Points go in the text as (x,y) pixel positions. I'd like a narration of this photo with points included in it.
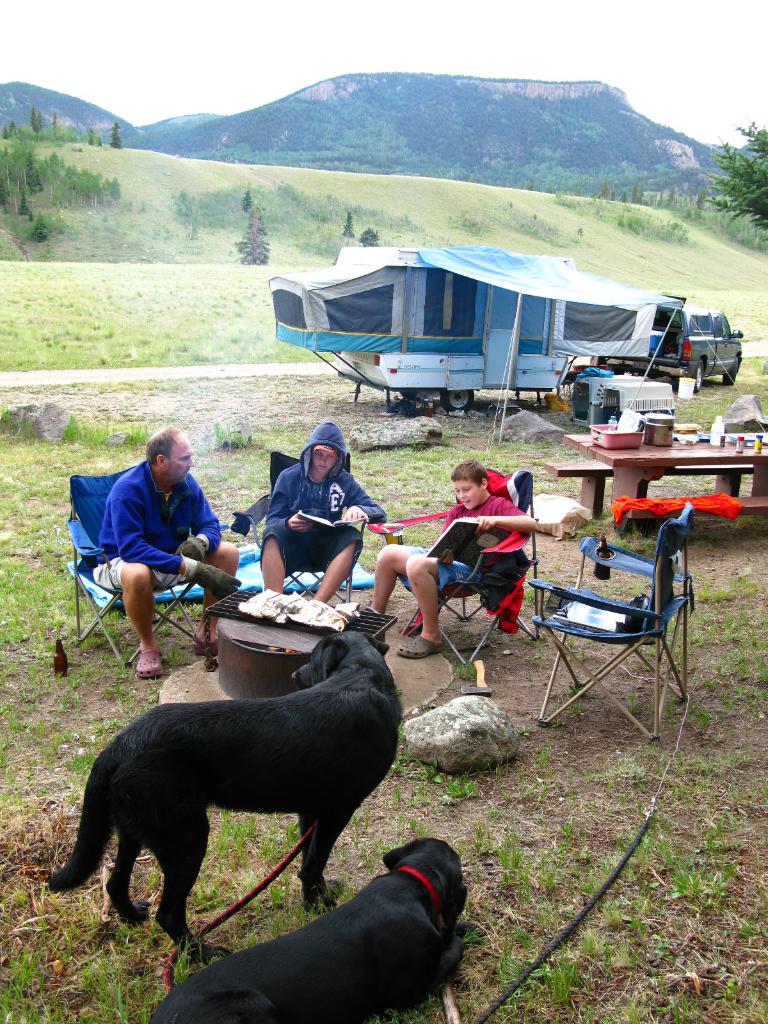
In this image we can see three people (236,561) sitting on chairs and there are two dogs (400,908), in the background (677,317) we can see a vehicle (665,315) and also we can see a table (683,457), there are some of bowls (659,443) and trays (626,434) on the table (672,455), in the background (680,249) we can see a tree (737,188), a hill (592,158) and Sky (182,21), there is a tent (467,355) in the background (423,358), two of this people (284,506) are looking at book (328,519).
